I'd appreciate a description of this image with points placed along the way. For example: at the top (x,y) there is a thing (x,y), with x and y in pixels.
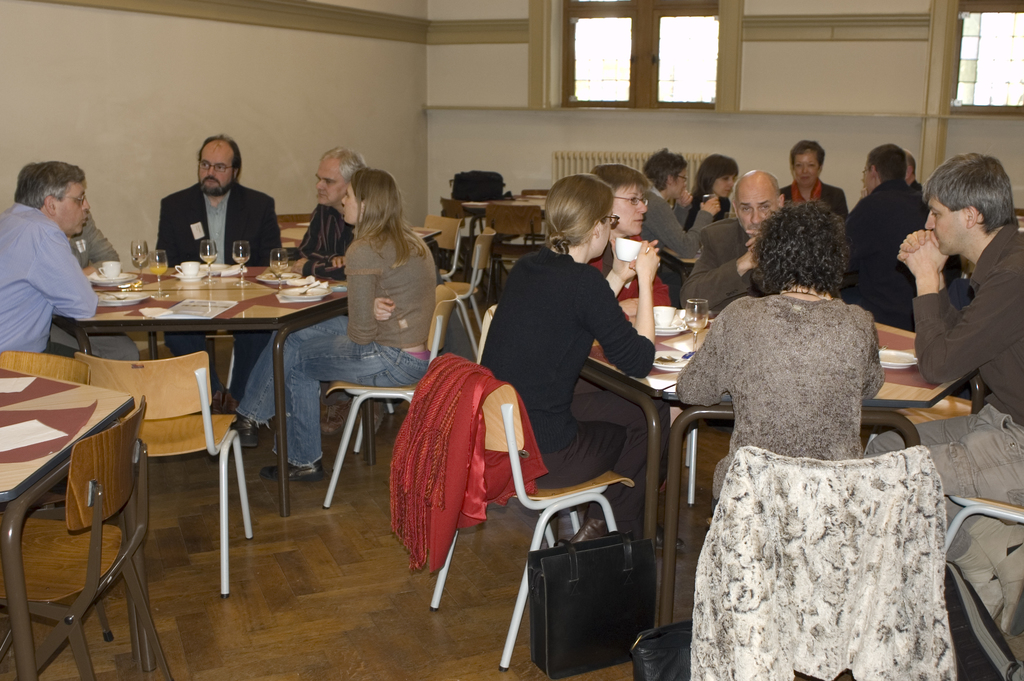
there are many people (422,345) sitting in a chair (372,390) with a table (656,490) in front of them in a room (232,647).
